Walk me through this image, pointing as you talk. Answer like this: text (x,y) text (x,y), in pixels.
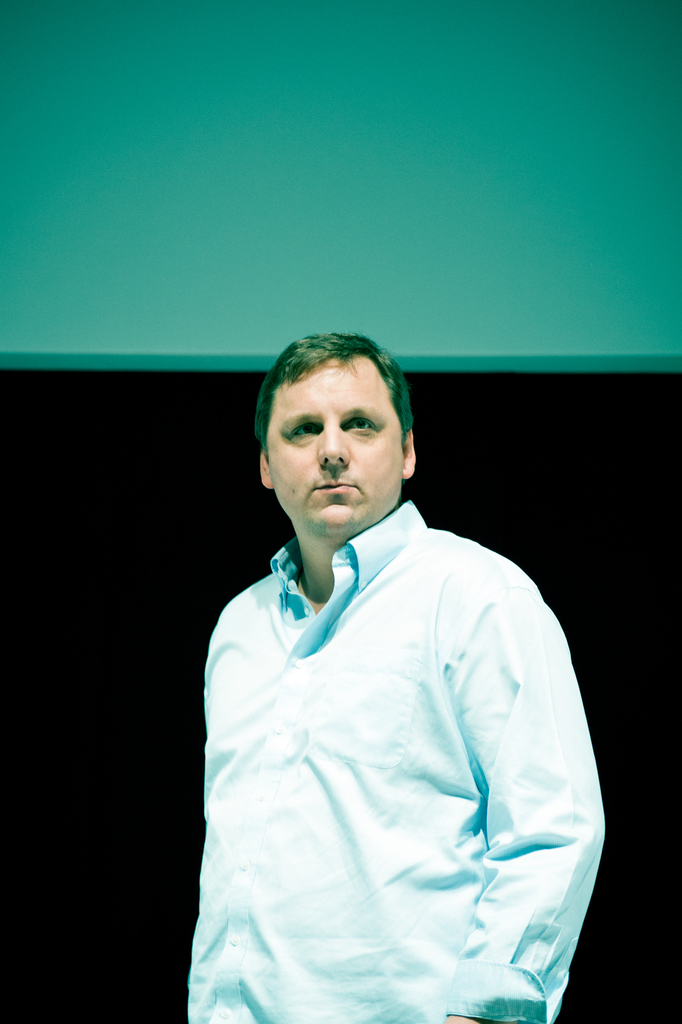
As we can see in the image there is a wall (172,67) and a person (428,625) standing in the front (425,864).
